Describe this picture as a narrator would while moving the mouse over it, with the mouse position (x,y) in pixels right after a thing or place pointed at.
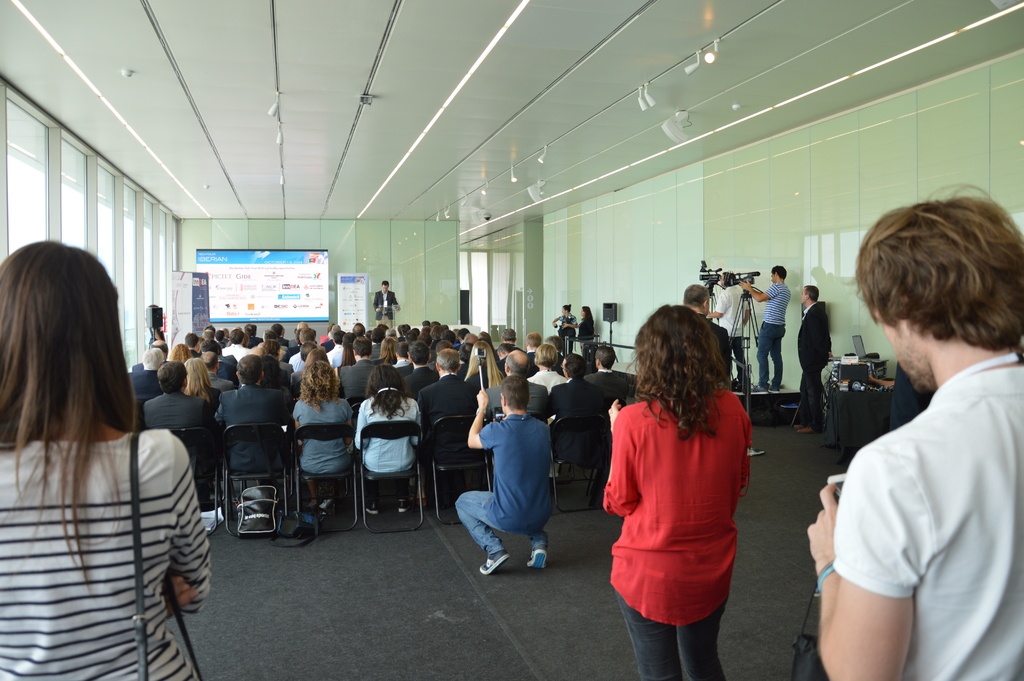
In this picture we can see a group of people (643,513), some people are sitting on chairs (482,460), some people (691,473) are standing and in the background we can see a screen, wall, roof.
